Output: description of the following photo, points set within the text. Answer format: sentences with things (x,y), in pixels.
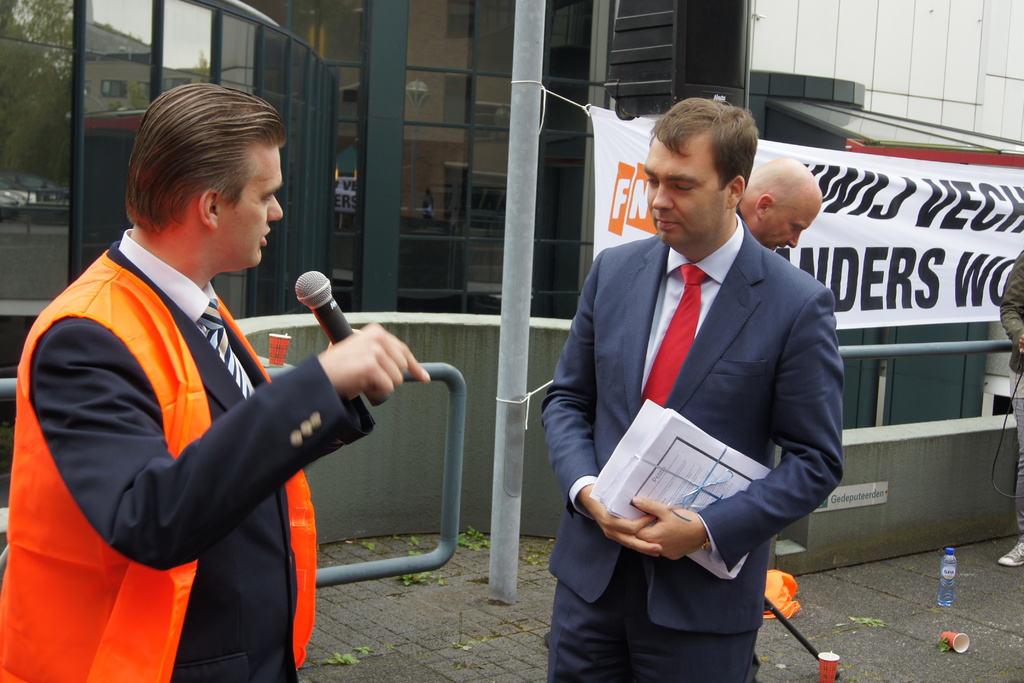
In this picture we can see two men (681,302) holding a mic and a bundle of papers (654,473) with their hands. In the background (998,210) we can see a banner (1011,219), two people (790,229), bottle (949,575), glasses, pole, buildings (836,52), walls (822,51) and some objects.
